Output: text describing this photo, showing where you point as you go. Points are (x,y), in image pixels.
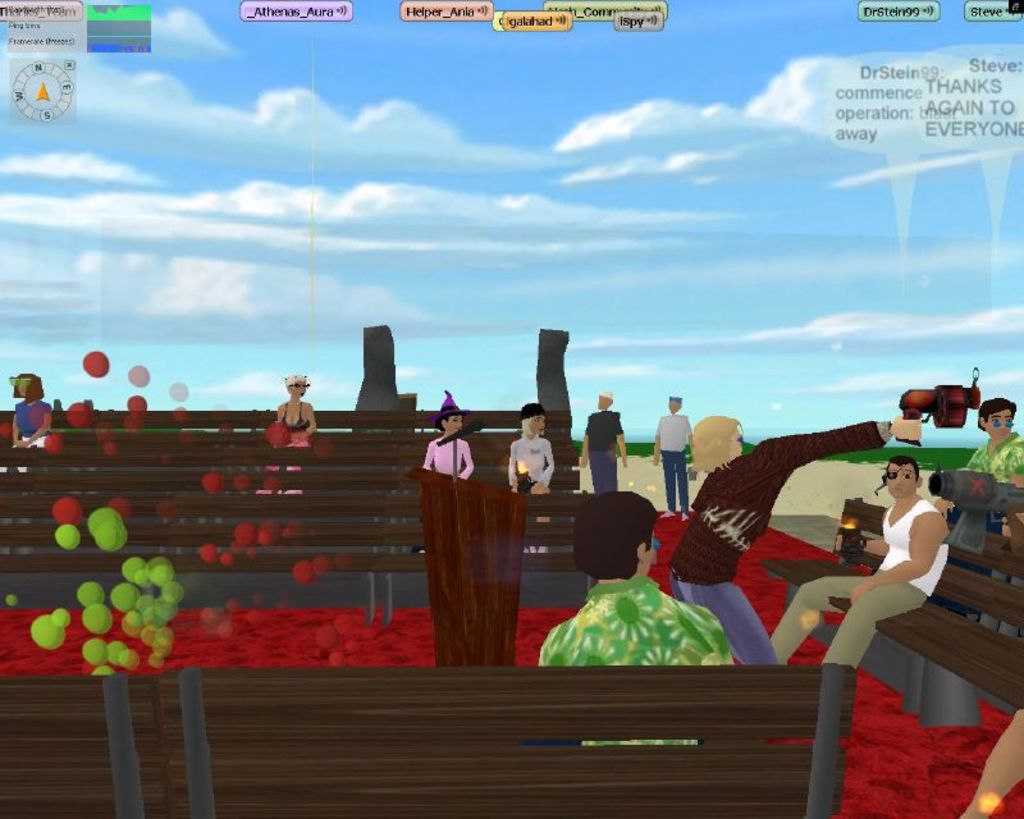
In the picture we can see a cartoon image of some people (990,472) are sitting on the benches (626,783) and one man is standing and holding a gun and in the background (882,188) we can see the sky (704,323) with clouds (84,257).
